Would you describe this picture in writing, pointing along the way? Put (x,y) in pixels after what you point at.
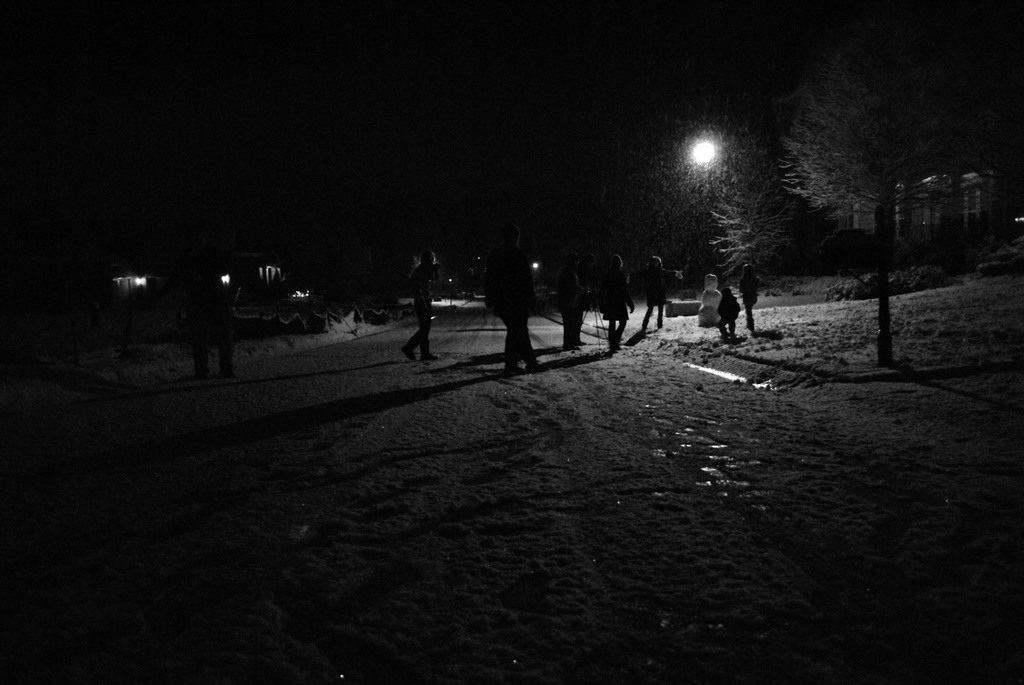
In this image I can see a group of people (233,318) are walking on the road (554,321), trees (730,262), lights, light poles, houses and buildings (912,214). At the top (264,114) I can see the sky (256,92). This image is taken may be during night on the road (659,454).
